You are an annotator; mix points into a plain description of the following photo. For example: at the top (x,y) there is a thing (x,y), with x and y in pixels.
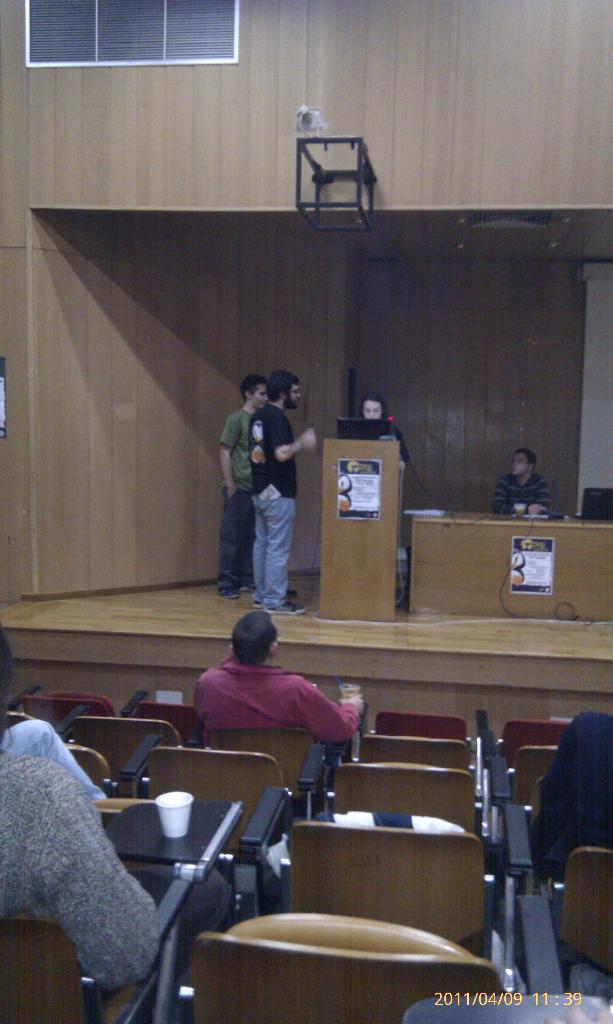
Few persons (591,752) are sitting on the chairs (377,759) and few persons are standing. We can see chairs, tables (433,556) and laptop (358,438) on the podium (355,453). On the background (461,90) we can see wall (537,111), window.
